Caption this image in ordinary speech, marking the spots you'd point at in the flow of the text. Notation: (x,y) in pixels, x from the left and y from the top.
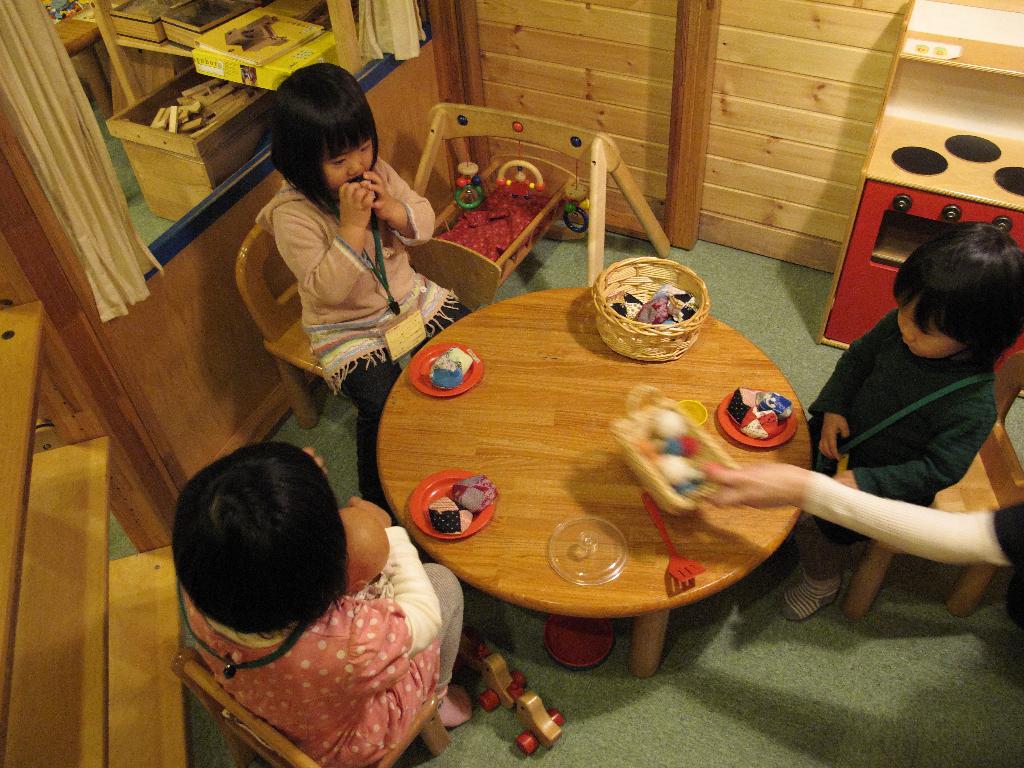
In this image there are three children (318,340) who are sitting on a chair (317,360). In front of them there is one table (604,393) on the table (736,451) there are some plates (724,430) and basket (640,288) is there on the table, and on the top (499,43) there is one wooden wall (678,56) and on the left side (188,91) there are some wooden boxes (165,146) and one window (131,130) and two curtains (48,132) are there. And on the bottom of the right corner (856,671) there is a floor (687,694) and in the middle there is one persons hand (774,502).
